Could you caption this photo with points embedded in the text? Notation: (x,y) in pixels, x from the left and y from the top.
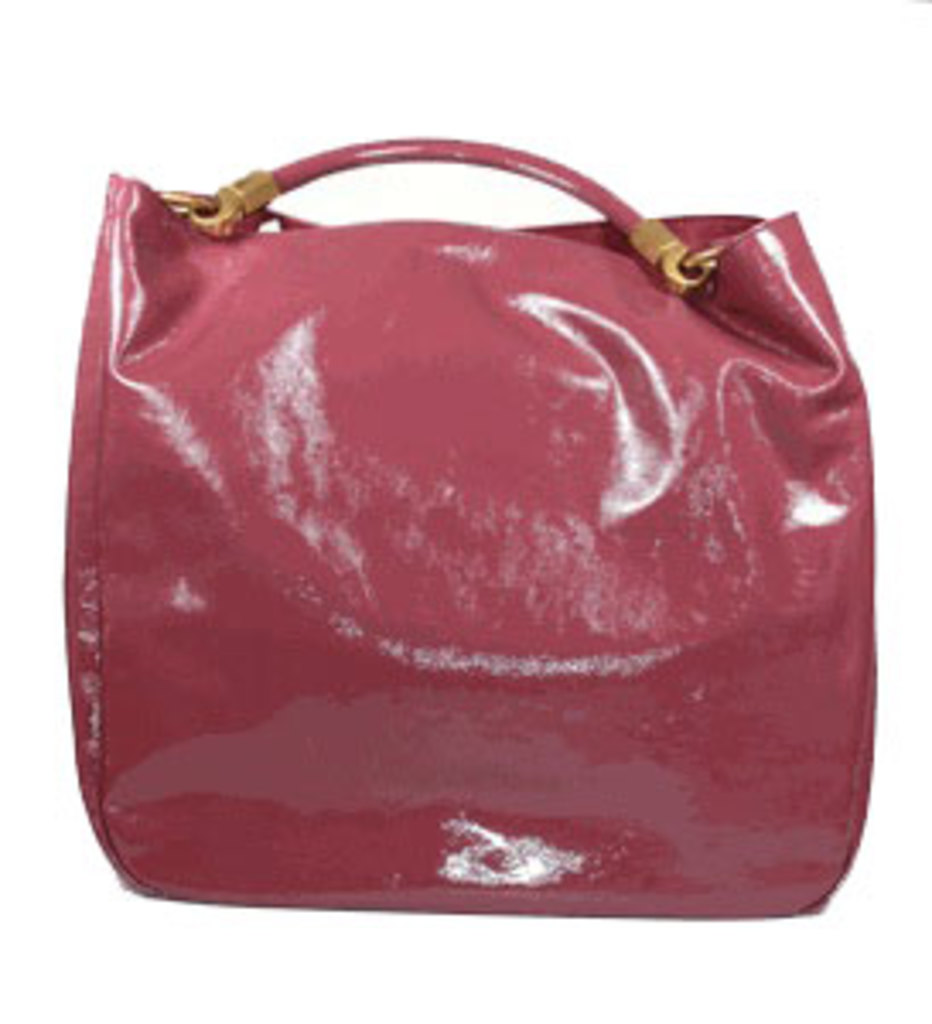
In this picture we can see a red color bag (453,482) with steel item handle (290,181) to it.
